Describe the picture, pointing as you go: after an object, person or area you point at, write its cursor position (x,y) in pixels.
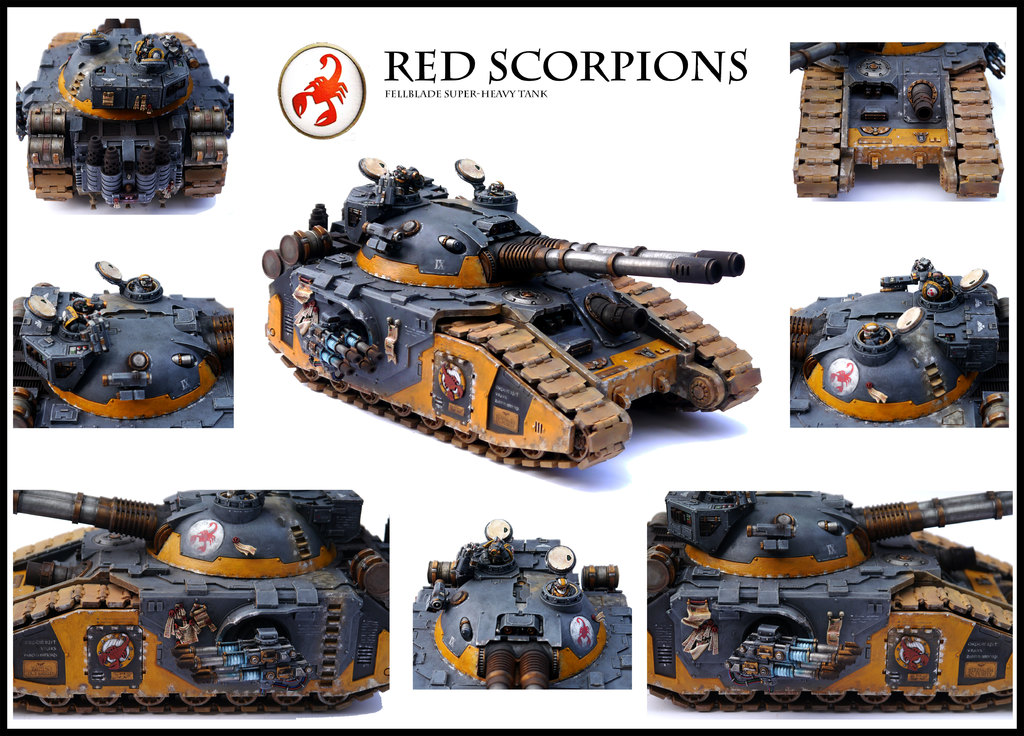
On this poster (950,205) there are pictures (572,598) of military vehicles (611,606). This is a logo (331,82). Something written on this poster (345,73).
